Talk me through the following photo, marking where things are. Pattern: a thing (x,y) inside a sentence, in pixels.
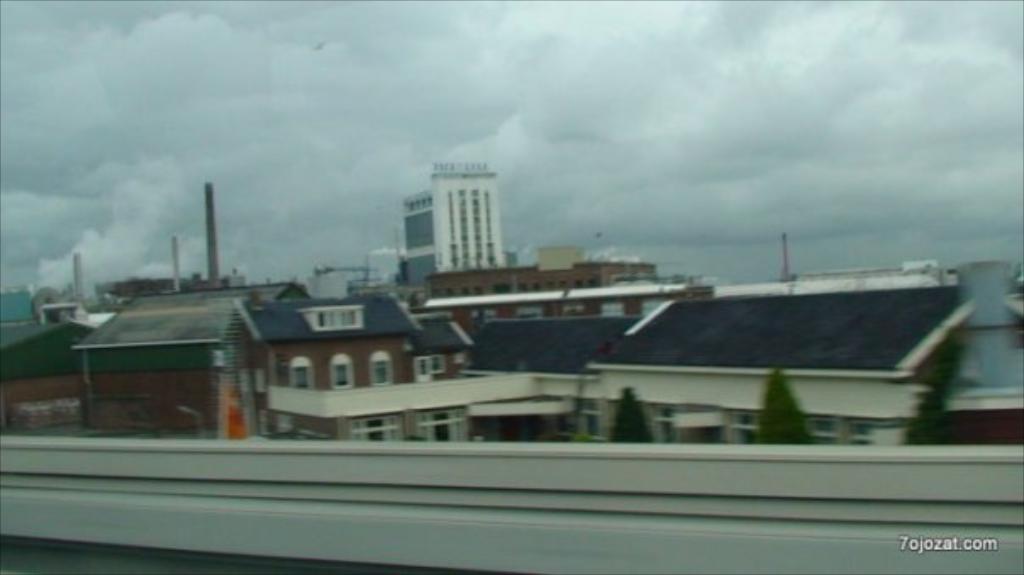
In this image I can see number of buildings (453,333) and few trees (941,372) in the front (466,397). In the background (355,206) I can see clouds (576,159) and the sky (395,92). I can also see a watermark (924,545) on the bottom right side of this image (917,548).
